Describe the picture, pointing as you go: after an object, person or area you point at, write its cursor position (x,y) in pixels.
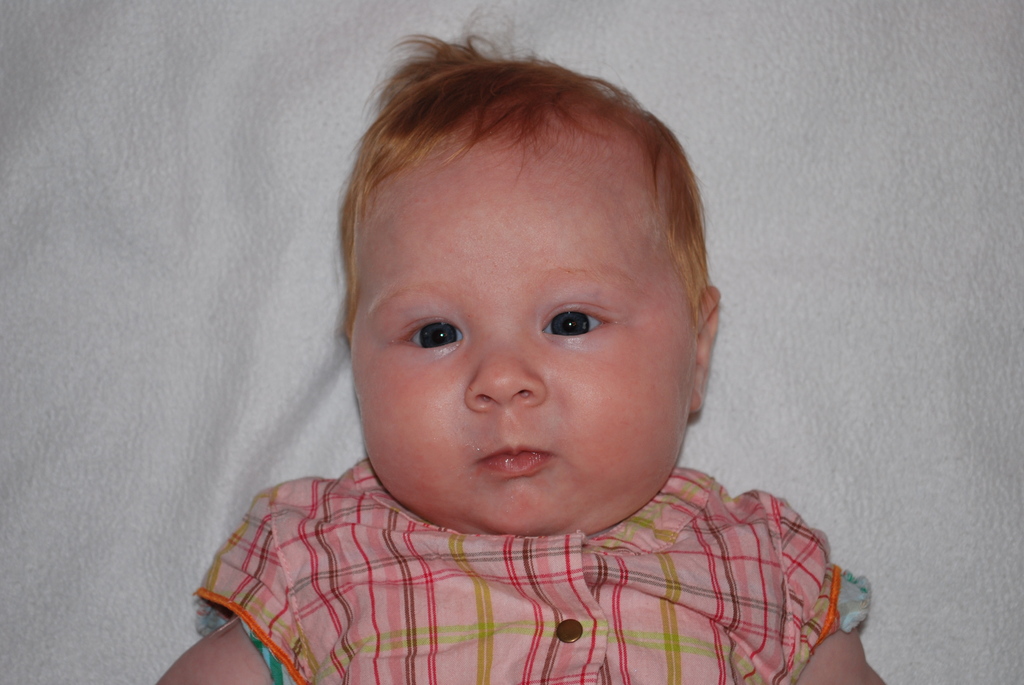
We can see a kid (548,425) is lying on a white color cloth (305,304).
